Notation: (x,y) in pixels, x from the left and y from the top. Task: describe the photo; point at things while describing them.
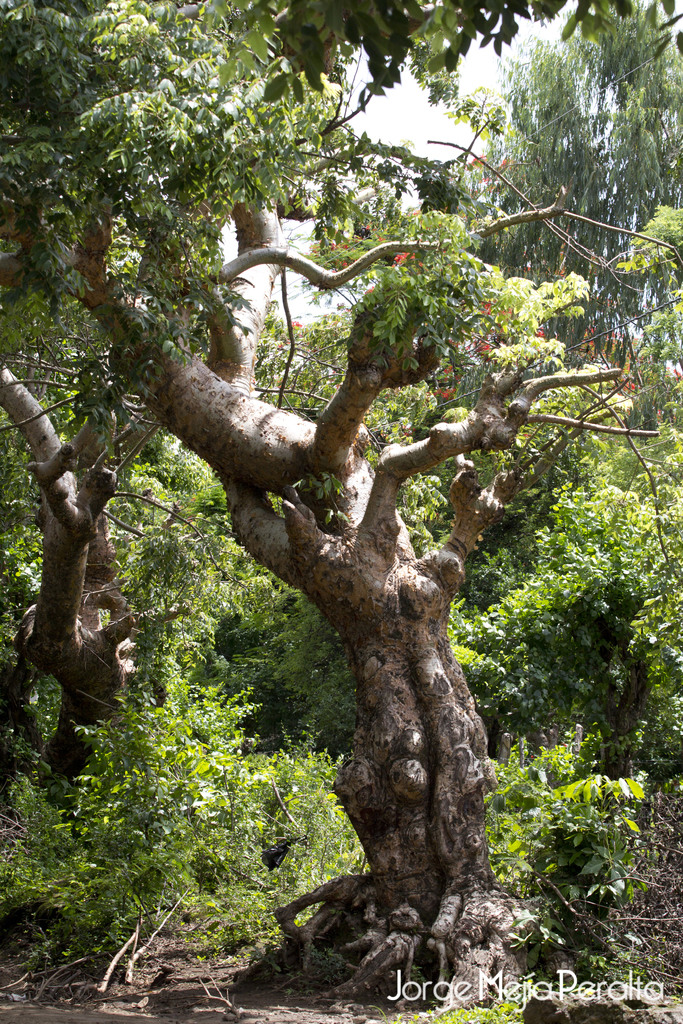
In this image we can see trees (214,412). Bottom of the image (482,996) there is a watermark (655,999).
